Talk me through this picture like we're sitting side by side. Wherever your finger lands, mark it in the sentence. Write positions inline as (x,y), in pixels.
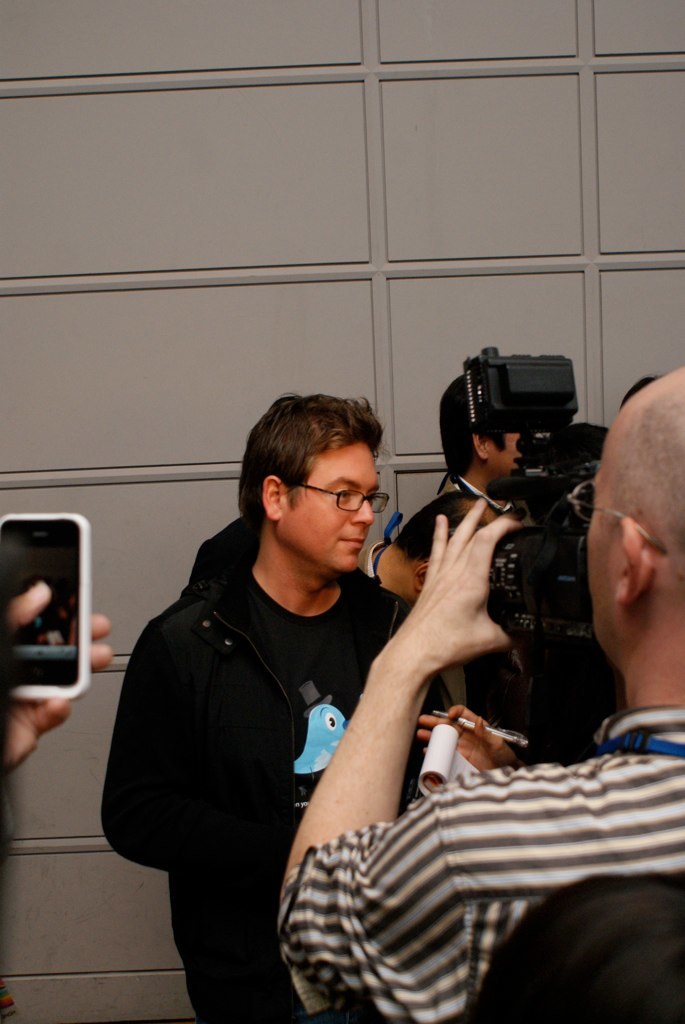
In this image there is a person (296,712) wearing black color shirt (349,659) and at the right side of the image (486,818) there is a person (600,733) taking a photograph of him.
